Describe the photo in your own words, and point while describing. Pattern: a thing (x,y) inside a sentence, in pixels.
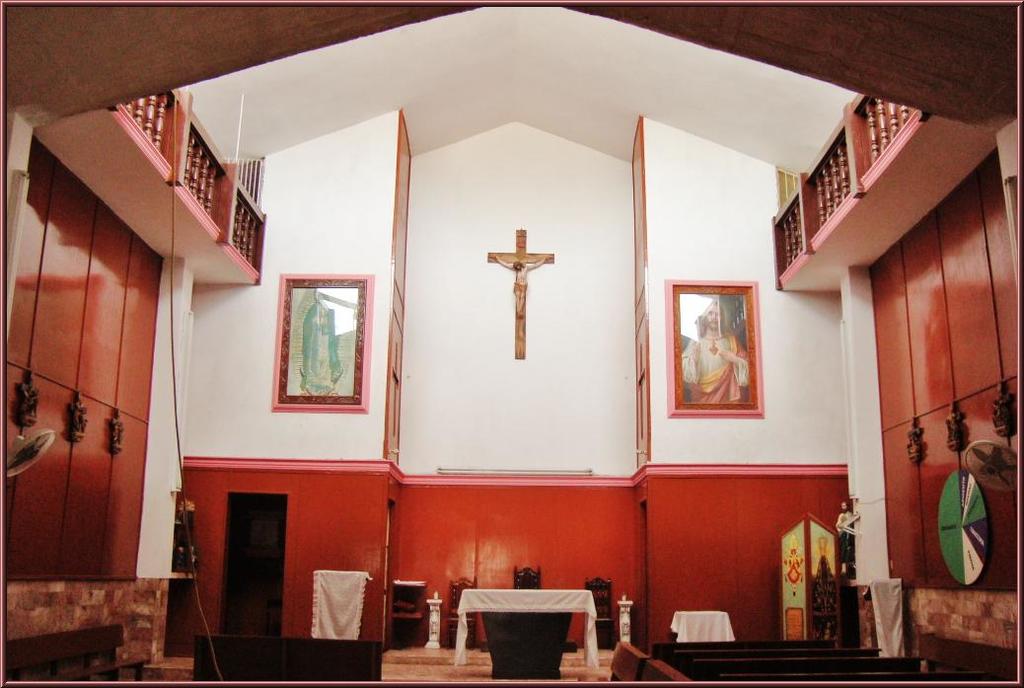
In this image we can see inside of a building (447,529). There are benches (772,667). Also there is a table (510,627) with cloth (499,599). In the back (417,380) there is a wall (426,379) with photo frames (703,344) and cross (519,332) with statue (524,285). On the sides there are railings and fans (972,461). Also there are walls (927,493) with sculptures (1012,405). In the back (598,591) there are chairs (518,573) and stands (402,591).
